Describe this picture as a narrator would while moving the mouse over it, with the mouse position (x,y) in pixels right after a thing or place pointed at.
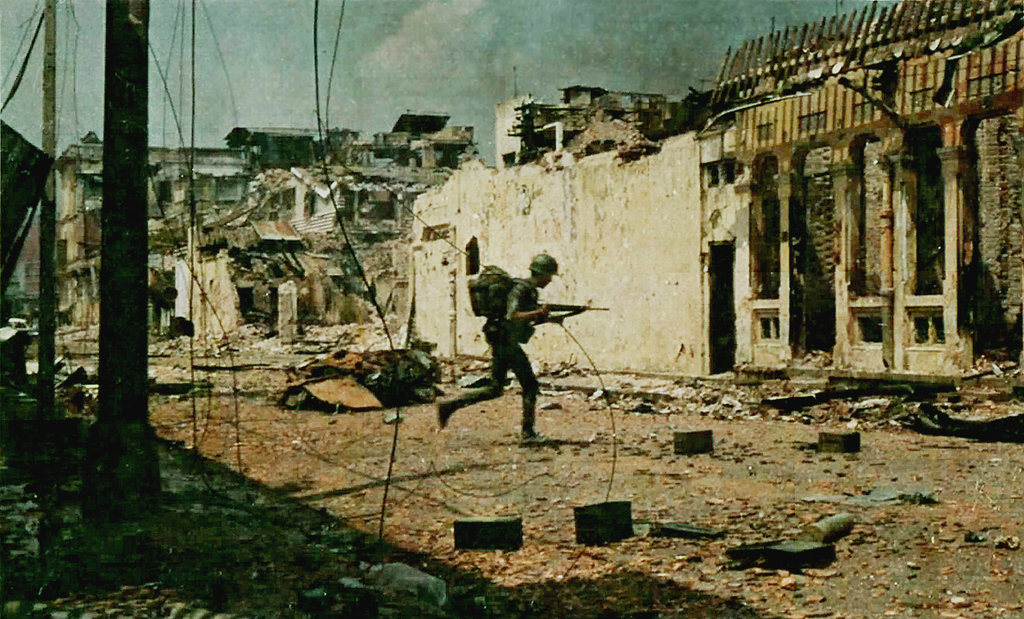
There is a person (514,322), wearing helmet (550,264) and bag (496,270), holding a gun (552,311) and running on the ground (540,425). On the left side (141,84), there are two poles (147,95) on the ground (192,538) and there are cables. In front of him, there are buildings (406,136) destroyed. In the background (397,29), there are clouds (409,35) in the sky (716,38).
